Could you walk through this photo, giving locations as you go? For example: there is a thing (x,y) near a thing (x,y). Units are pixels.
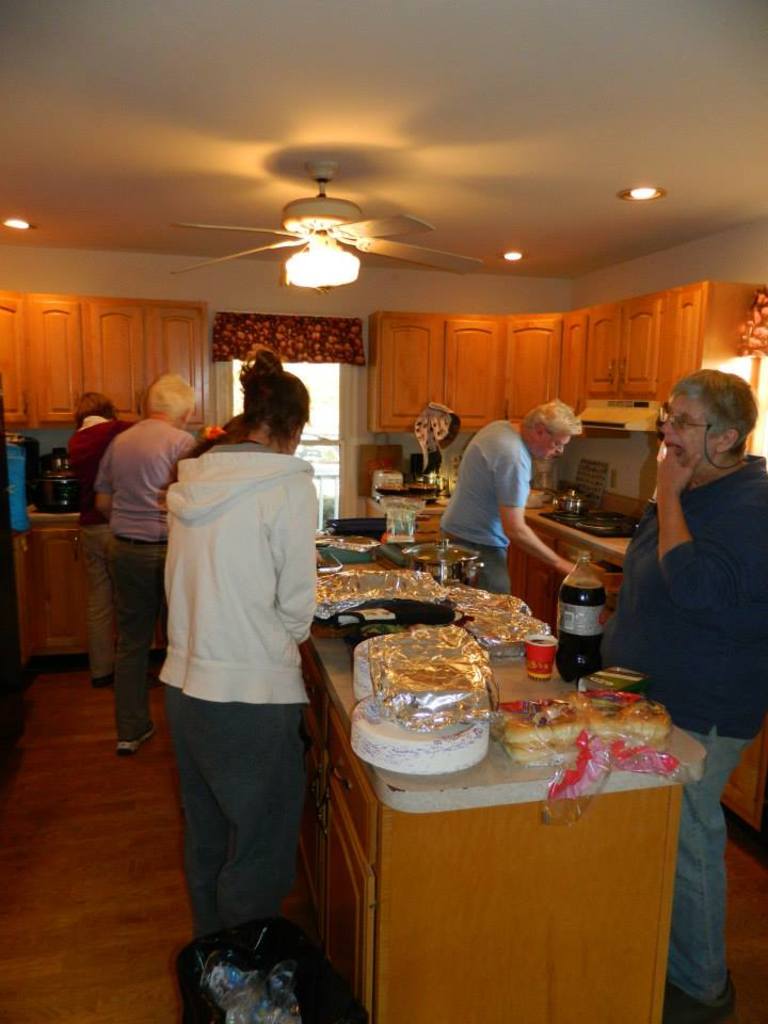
These persons (257,706) are standing. We can see covers (530,703), plates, food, bottle (584,569) on the table (383,808). On the background (114,353) we can see wall (76,274), cupboards (394,321), glass window (328,382). On the top (340,270) we can see lights (345,283). We can see bin (216,941) on the floor (54,842).
